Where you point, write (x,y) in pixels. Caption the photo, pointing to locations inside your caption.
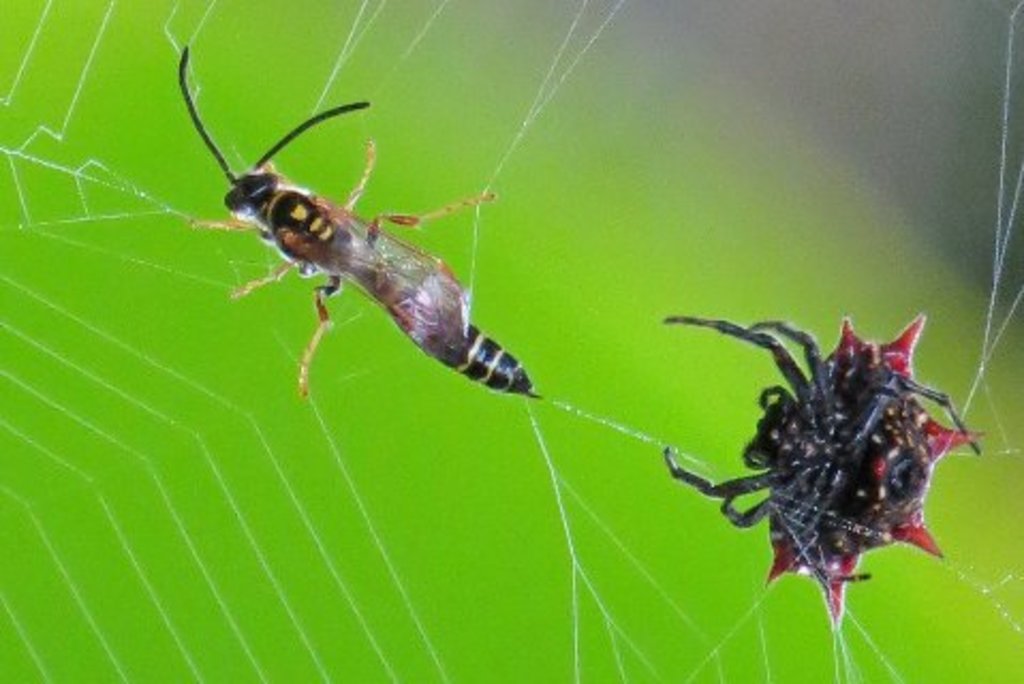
In this picture we can see the spider (829,518) and a fly like thing (308,232) on the spider net (517,463). The background of the image (601,241) is colored.
